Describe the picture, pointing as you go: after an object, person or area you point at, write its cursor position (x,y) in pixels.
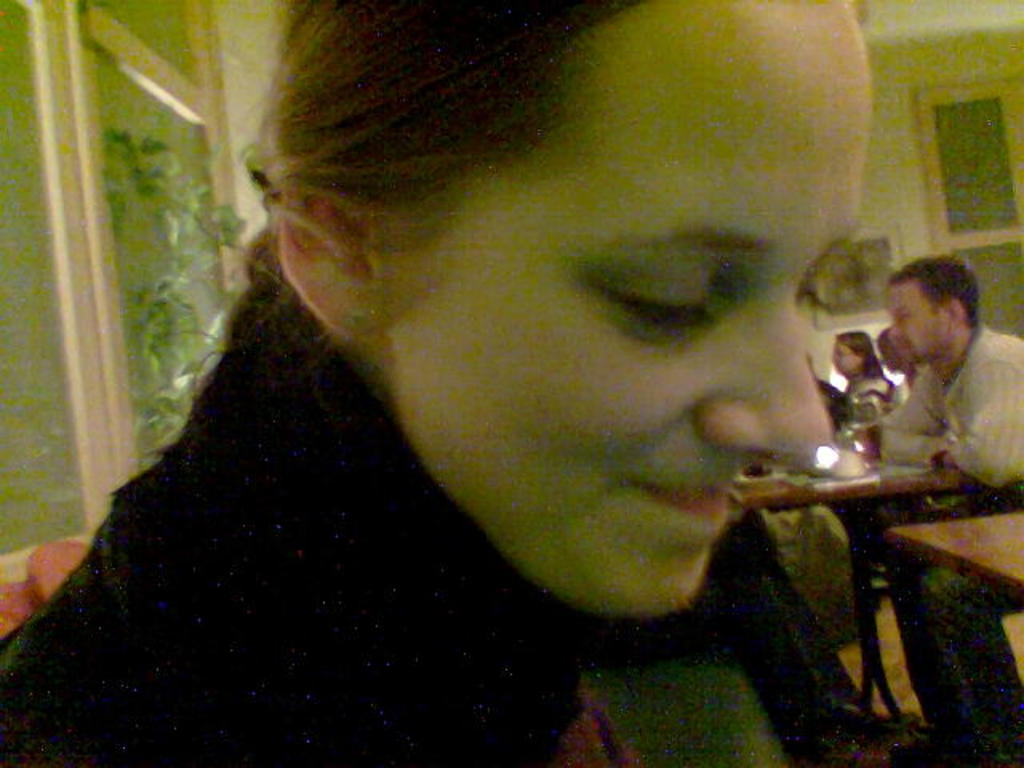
In front of the image there is a person (539,339). Behind her there are people (926,667) sitting on the chairs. There are tables (877,613). On the left side of the image (15,597) there are pillows (46,561) on the sofa (76,541). There is a plant (144,234). There are glass windows (35,510). In the background of the image (861,287) there are photo frames (929,222) on the wall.
